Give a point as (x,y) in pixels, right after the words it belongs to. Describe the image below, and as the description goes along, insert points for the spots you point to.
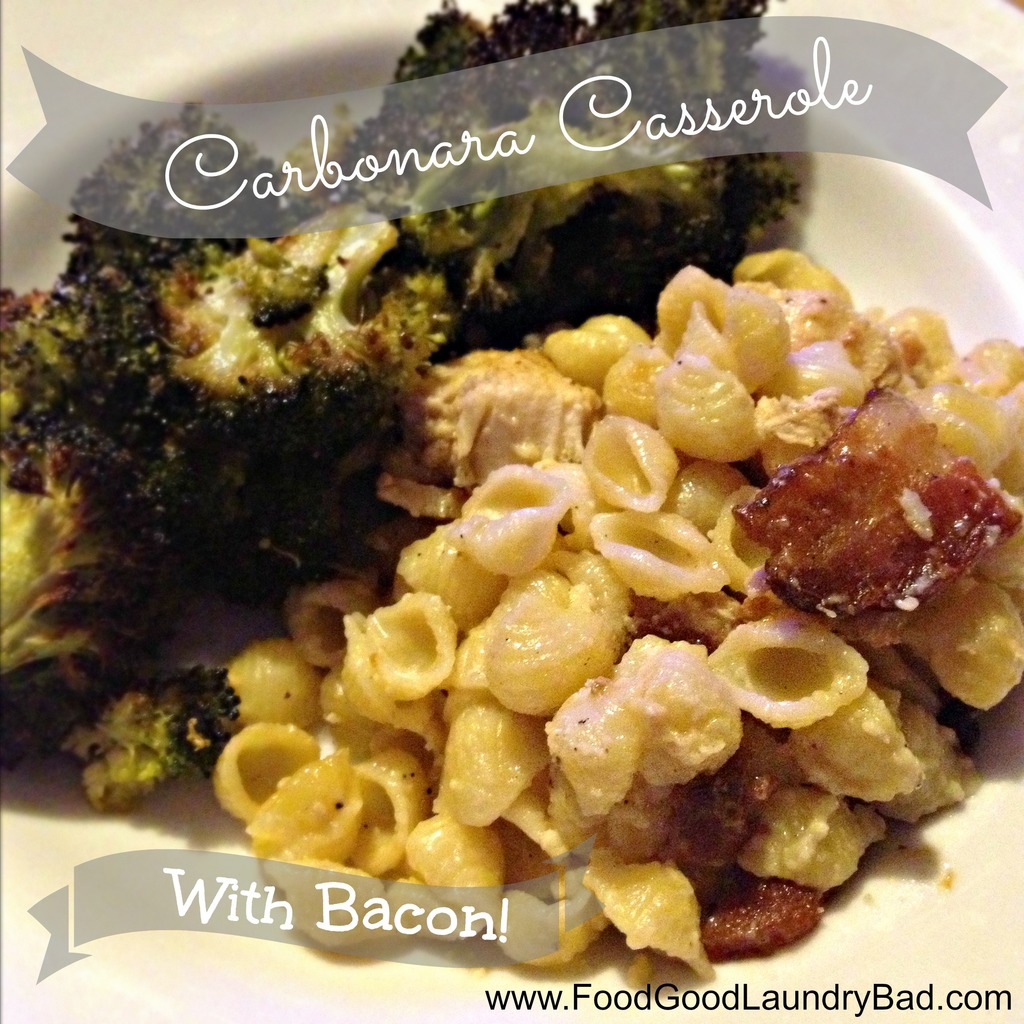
In this image we can see food (919,576) placed on the surface (164,63) and some text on it.
